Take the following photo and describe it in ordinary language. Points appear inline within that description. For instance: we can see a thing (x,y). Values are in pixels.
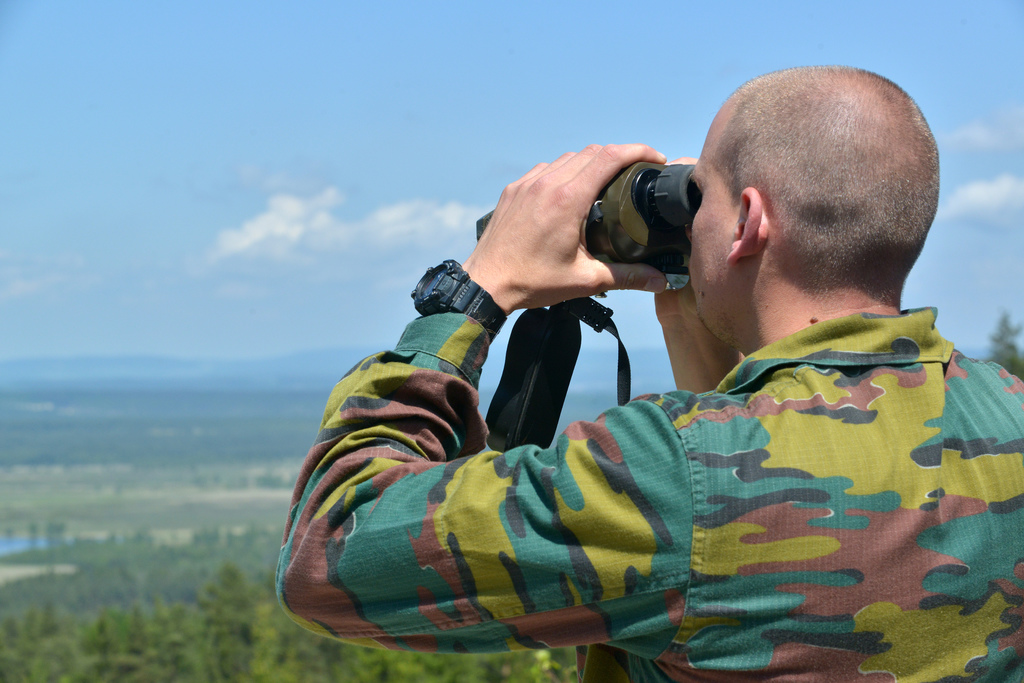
Here there is a man (745,386) seeing through a binocular (683,225) and this is sky (351,221) and cloud (355,234).
